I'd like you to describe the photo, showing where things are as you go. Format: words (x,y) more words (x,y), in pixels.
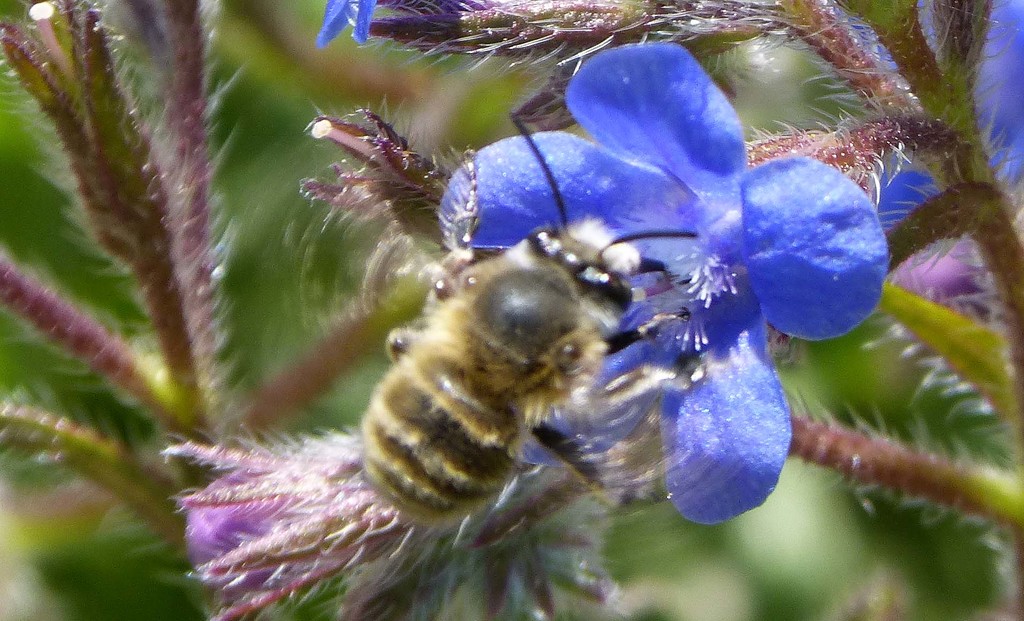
In this picture we can see insect (399,415) on flower (650,238) and we can see stems (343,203). In the background of the image (342,234) it is blurry.
